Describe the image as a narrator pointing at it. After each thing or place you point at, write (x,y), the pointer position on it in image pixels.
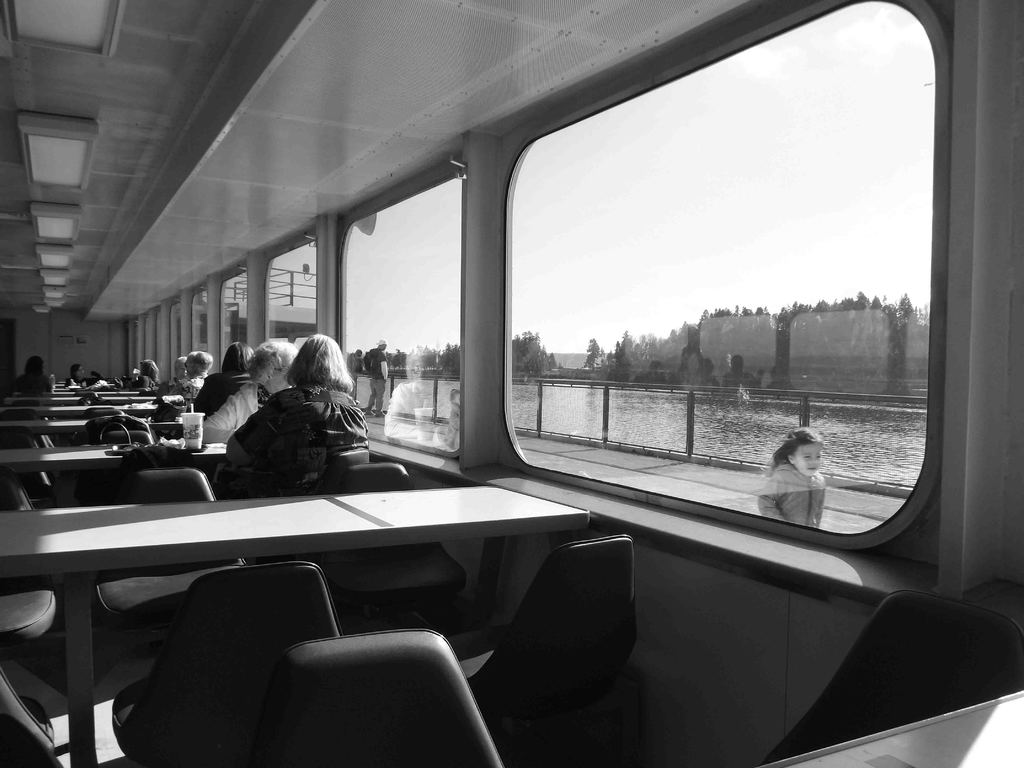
In the picture we can see inside the restaurant (41,670) with tables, chairs (859,669) and some person (353,409) sitting and on the table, we can see a tray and on it we can see a glass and straw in it and outside the restaurant (795,644) we can see a path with a girl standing and in the path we can see railing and behind it we can see water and in the background (607,363) we can see trees (629,363) and sky (615,198).
